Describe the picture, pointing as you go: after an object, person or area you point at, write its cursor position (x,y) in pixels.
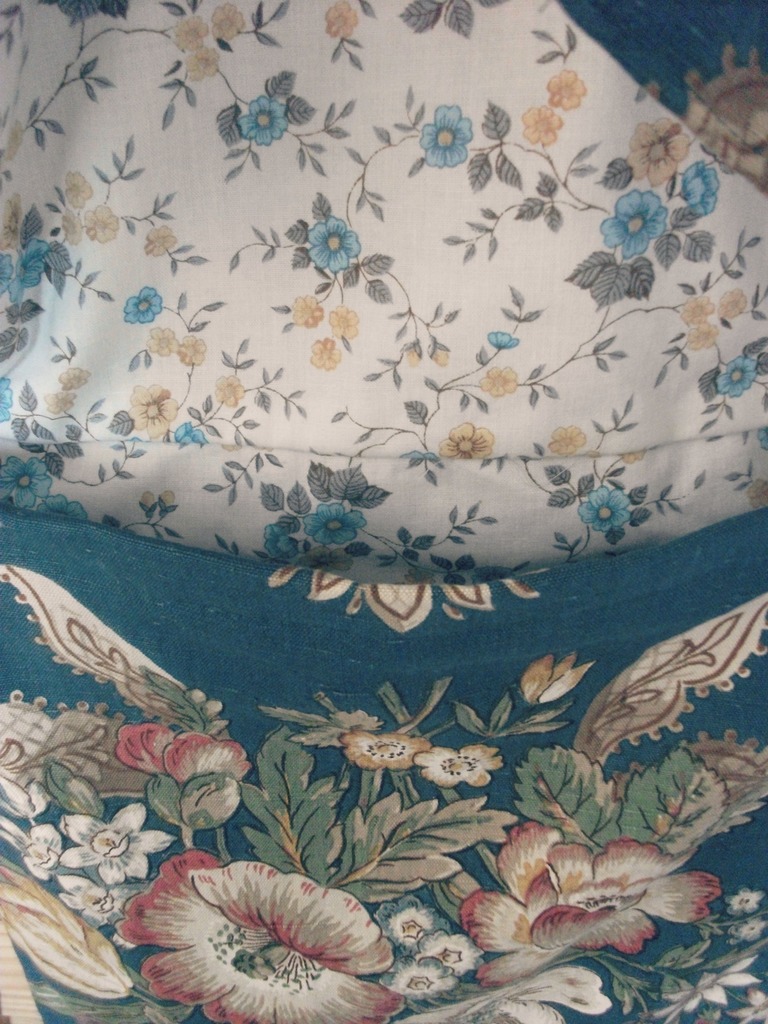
In this picture we can observe a cloth (365,461) with two different colors. One of the colors was white and there are some flowers (265,136) printed on this cloth (359,175) and the other color was blue and we can observe some flowers (184,905) on this cloth (245,907).
